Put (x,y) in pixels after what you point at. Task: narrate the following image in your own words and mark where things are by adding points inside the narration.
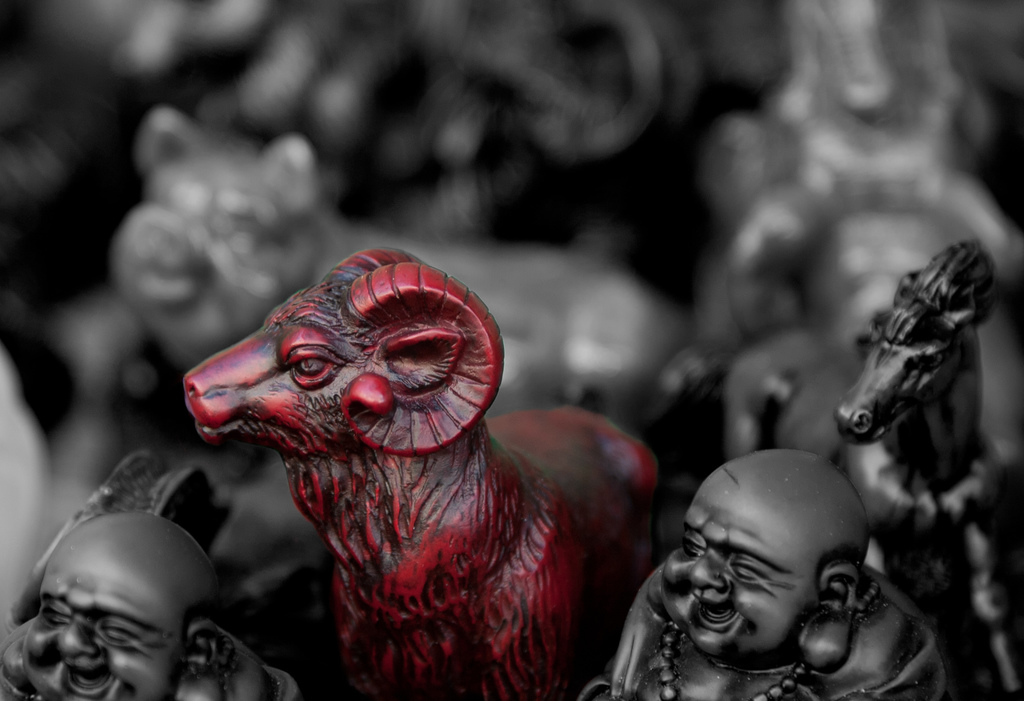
This is an edited picture. I can see toys (416,633), and there is blur background (43,342).
